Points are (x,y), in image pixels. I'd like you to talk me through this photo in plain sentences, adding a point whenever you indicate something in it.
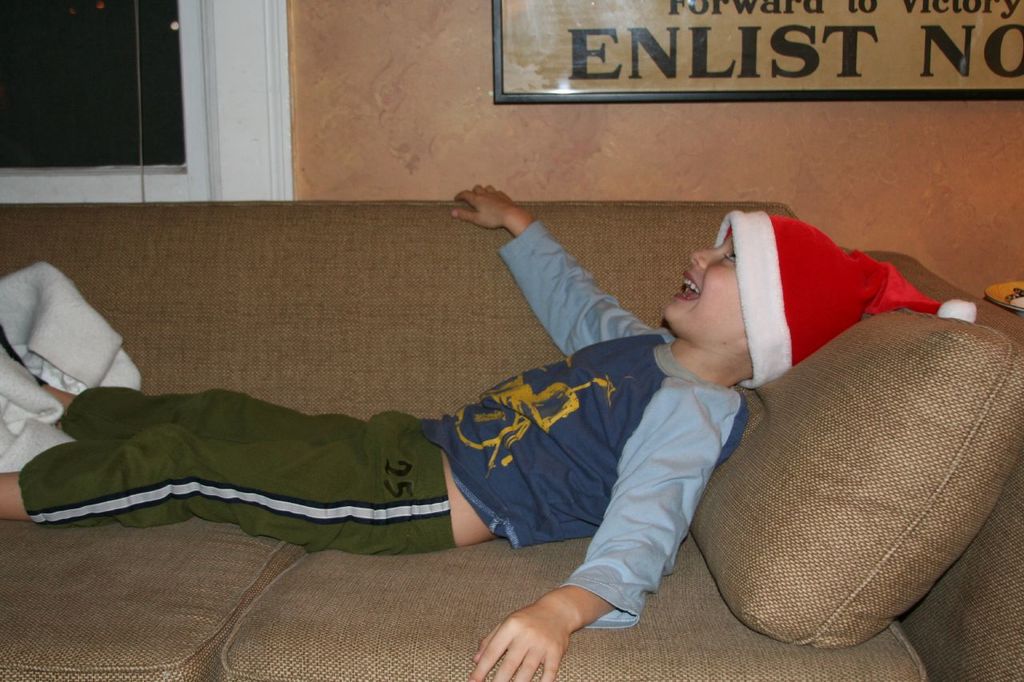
In the center of the image (661,414) we can see a boy (333,449) is lying on a couch (377,376) and wearing a cap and also we can see a pillow (859,411) and blanket (80,364). In the background of the image (1019,129) we can see the wall (300,85), door (280,154) and board (806,47).
